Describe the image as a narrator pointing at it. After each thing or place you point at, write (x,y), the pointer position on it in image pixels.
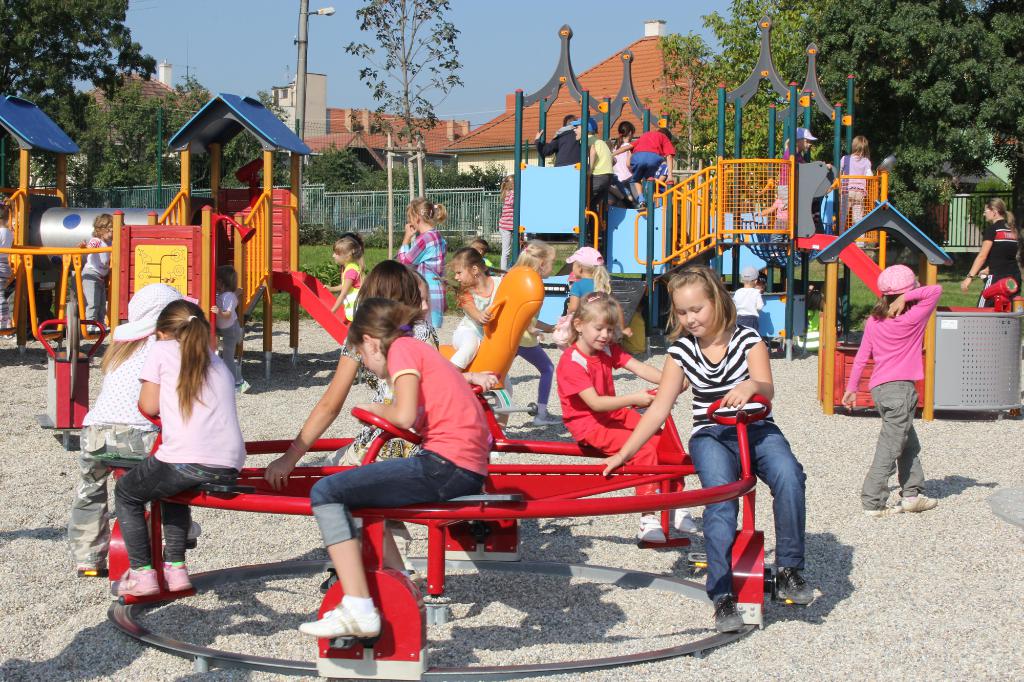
In this image we can see people (231,430) playing outdoor games. In the background (86,118) there are trees (235,150), buildings (635,121), pole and sky (487,6). We can see a fence (376,218).
